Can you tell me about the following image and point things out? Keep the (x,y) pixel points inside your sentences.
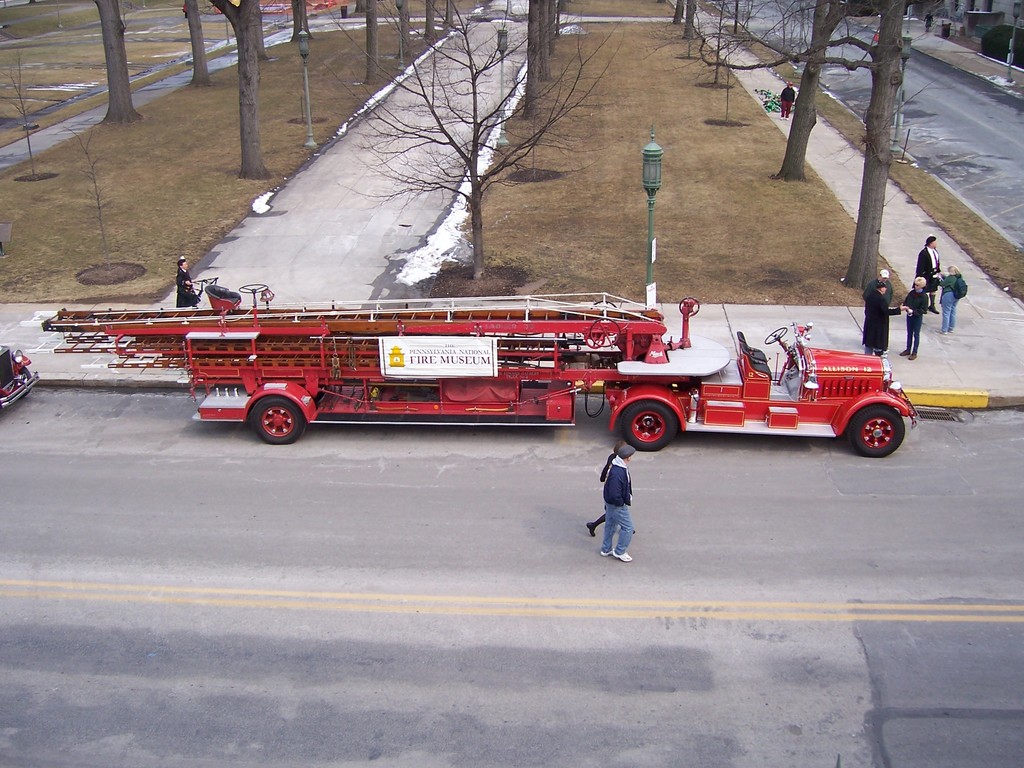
In this image in the center (629,486) there are persons (626,503) walking. There are vehicles (455,380) and there are persons (889,284) standing. In the background (862,270) there are trees (888,68) and there is a pole (651,183) in the center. On the right side (1017,42) there are plants (999,36) and there is a building (980,15).
